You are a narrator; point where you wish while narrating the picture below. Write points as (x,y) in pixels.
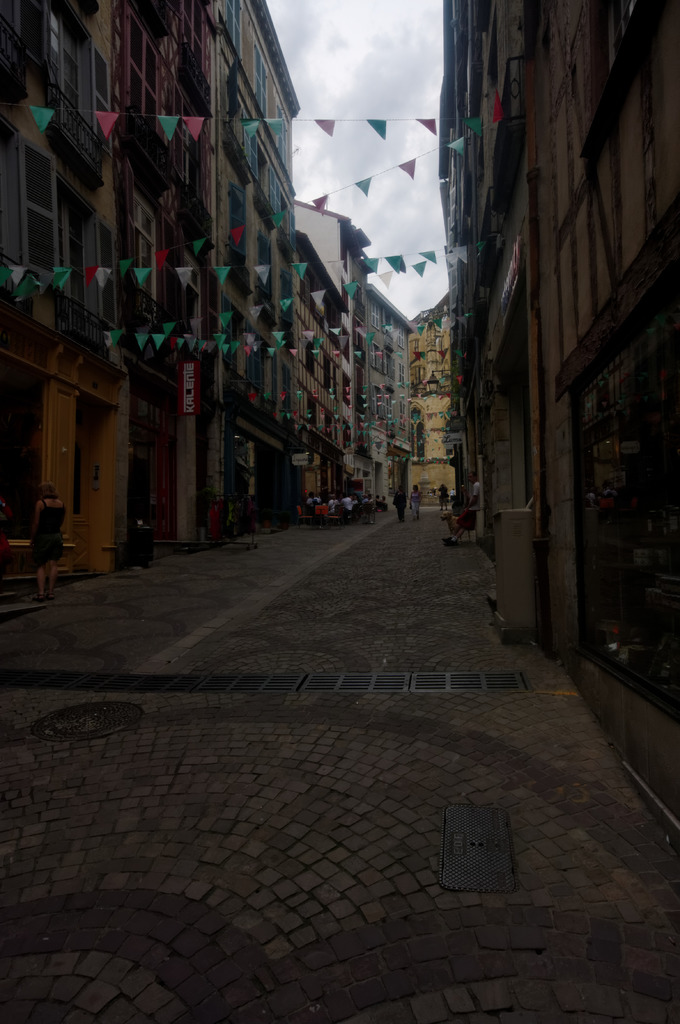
In this image I can see the group of people (358,504) with different color dresses (334,506). To the side of these people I can see many buildings (155,410) and there are boards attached to the buildings (148,315). I can see the red, green and white color flags (129,265) in the top (252,340). In the background (295,142) I can see the clouds (336,143) and the sky (378,205).
